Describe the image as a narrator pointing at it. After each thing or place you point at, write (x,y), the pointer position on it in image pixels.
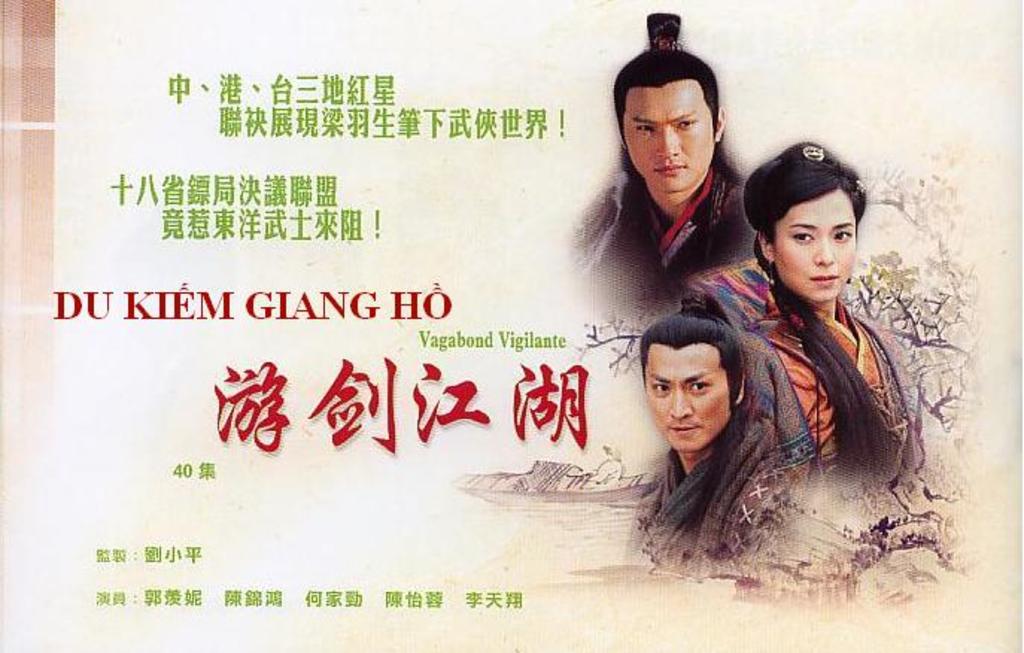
This is a picture of a poster (36,305). We can see the people (787,284) and some information (431,140).
